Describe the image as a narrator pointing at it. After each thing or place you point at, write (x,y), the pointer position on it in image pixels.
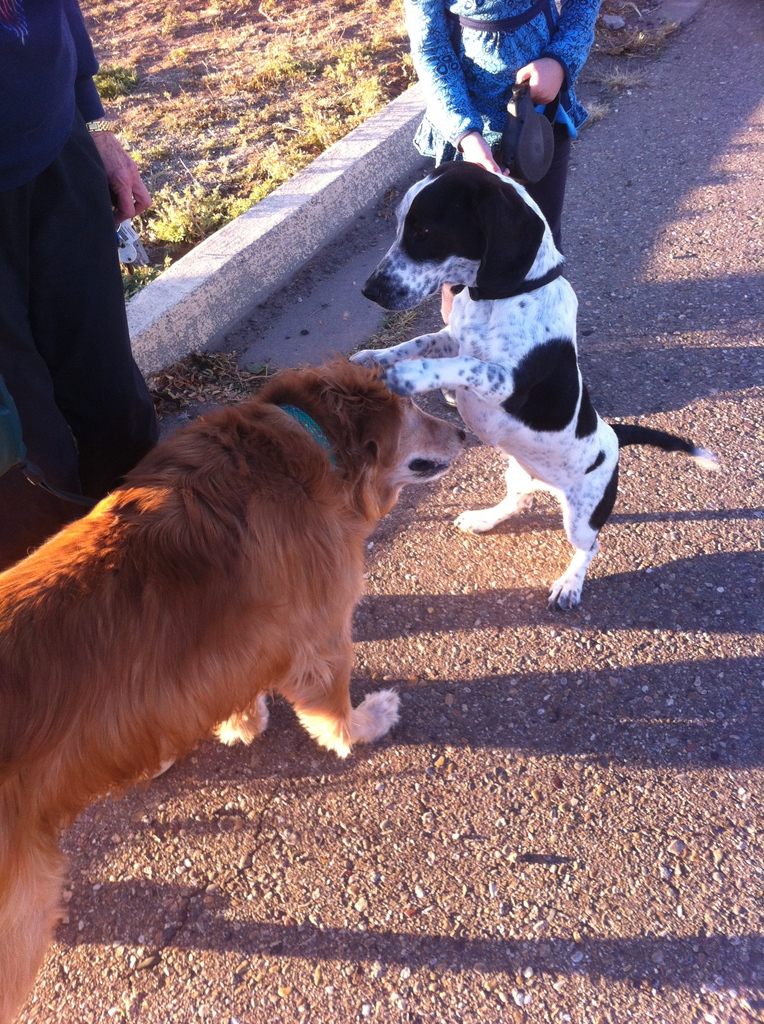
In the picture I can see two dogs (318,369), people (42,197) are on the road (607,265), side we can see grass (272,117) on the earth (272,117).
